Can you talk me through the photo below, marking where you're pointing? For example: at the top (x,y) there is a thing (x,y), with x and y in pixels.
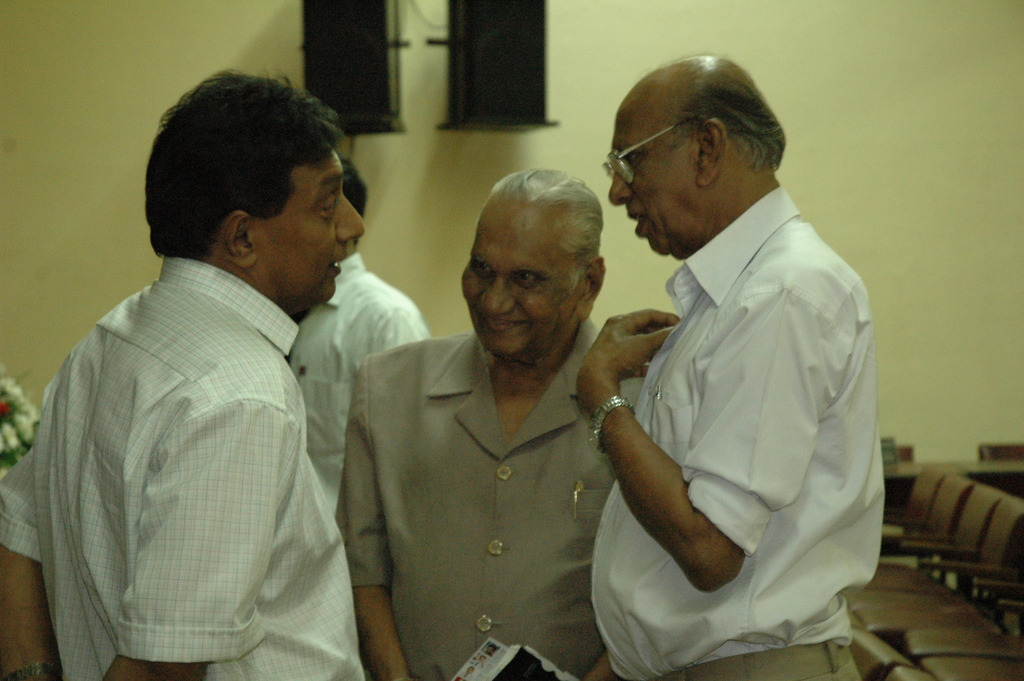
In this picture we can see three people (180,541) and a man (498,240) smiling and at the back of him we can see a person (372,297), chairs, flowers (15,411), speakers (342,84) and some objects (989,469) and in the background (897,194) we can see the wall (866,212).
